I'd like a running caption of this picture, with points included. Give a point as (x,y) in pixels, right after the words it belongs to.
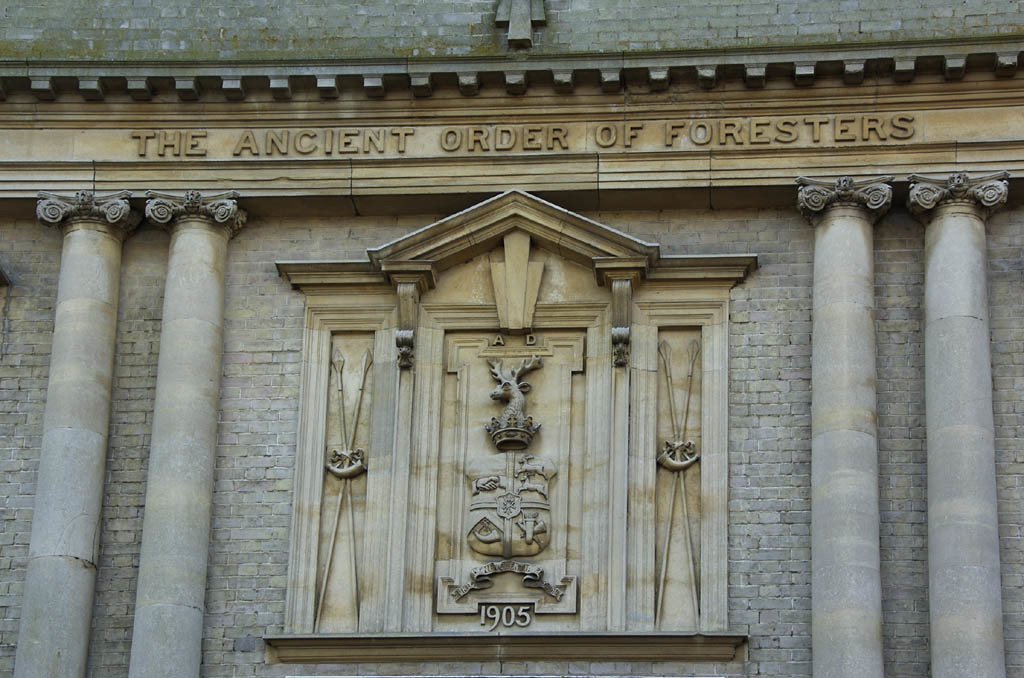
In this image we can see a structure (297,358) which looks like a palace (617,274) and there are some sculptures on the wall (832,167) and we can see some text (512,606) on the wall (745,519).
